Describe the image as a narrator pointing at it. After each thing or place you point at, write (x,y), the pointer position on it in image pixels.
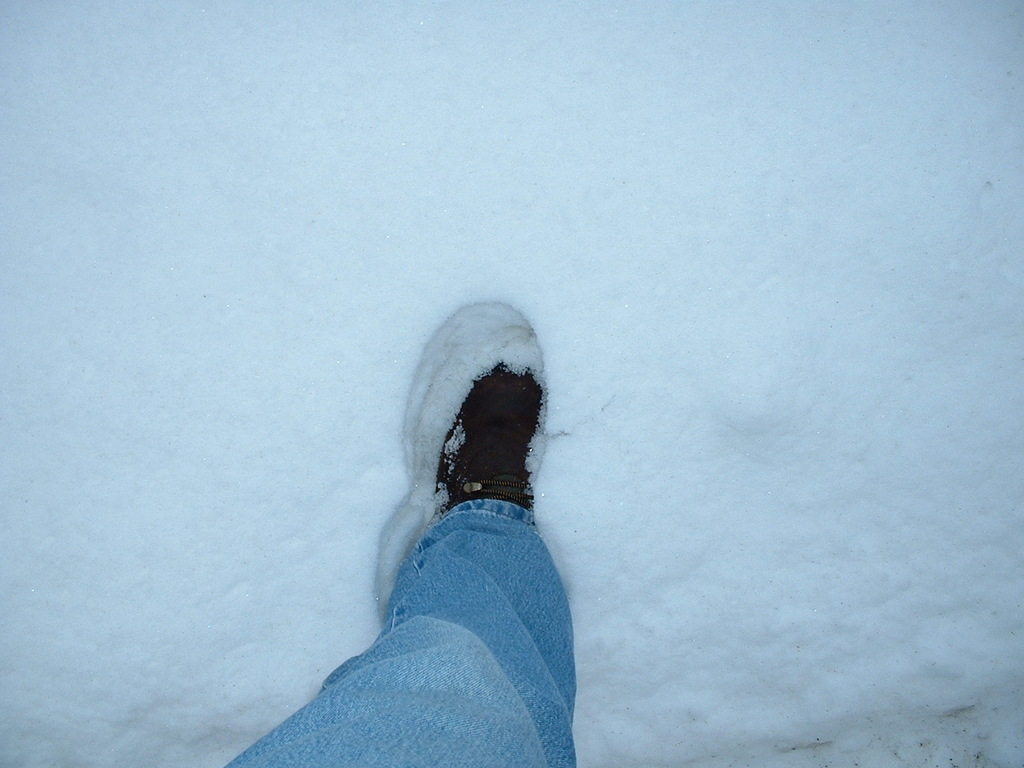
In the picture I can see the leg (330,764) of a person (512,406) wearing a blue color pant (512,589) and a shoe (501,398). I can see the snow (600,397) all over the image.
